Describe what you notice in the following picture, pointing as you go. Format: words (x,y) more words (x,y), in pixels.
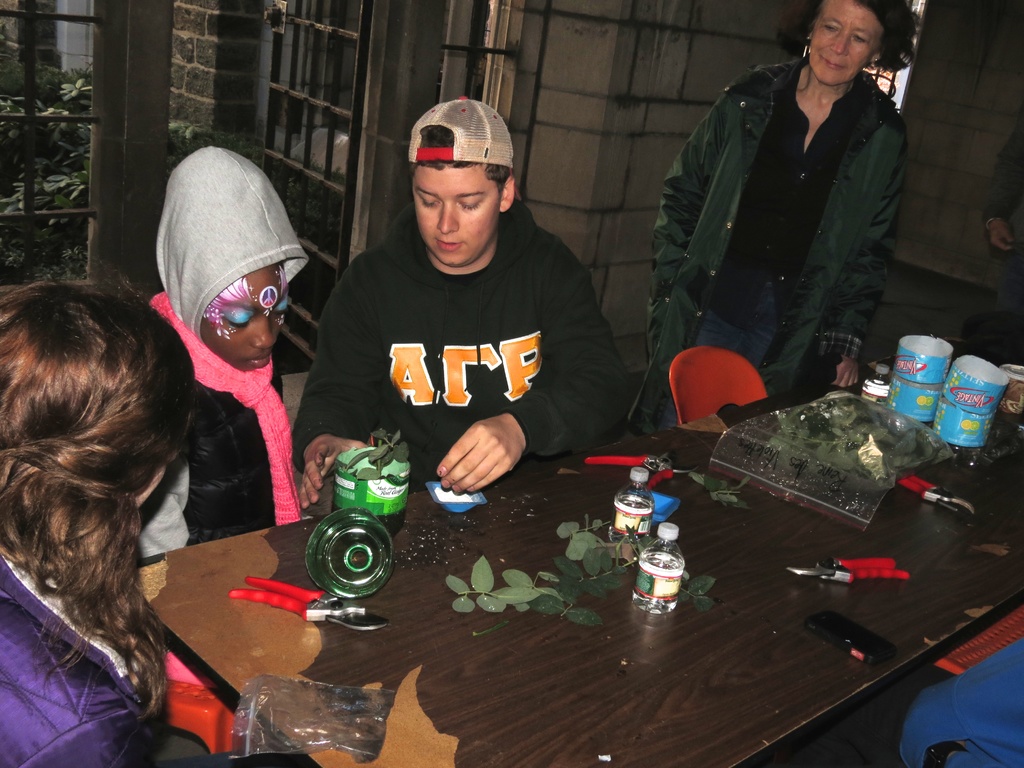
In this image I see persons (884,127) near to the table (546,494) and there are bottles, boxes (977,432), leaves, few equipment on the table (919,582) and there is a chair (685,390) over here. In the background (629,312) I see the wall (597,12), grills (342,3) and the plants (9,171) over here.
